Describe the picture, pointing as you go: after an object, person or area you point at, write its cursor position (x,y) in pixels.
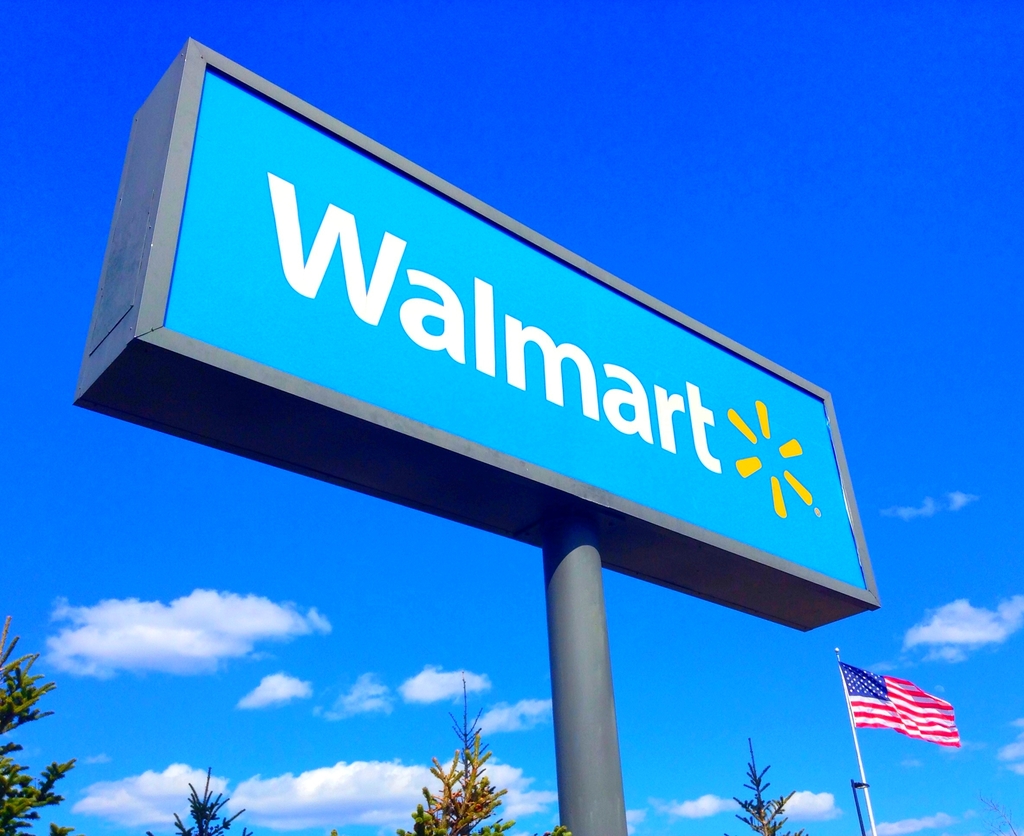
In this image we can see a banner board (559,349). At the bottom of the image (468,810), we can see greenery (56,795), poles (566,820) and a flag (875,707). In the background (865,735), we can see the sky (409,588) with clouds (199,612).
